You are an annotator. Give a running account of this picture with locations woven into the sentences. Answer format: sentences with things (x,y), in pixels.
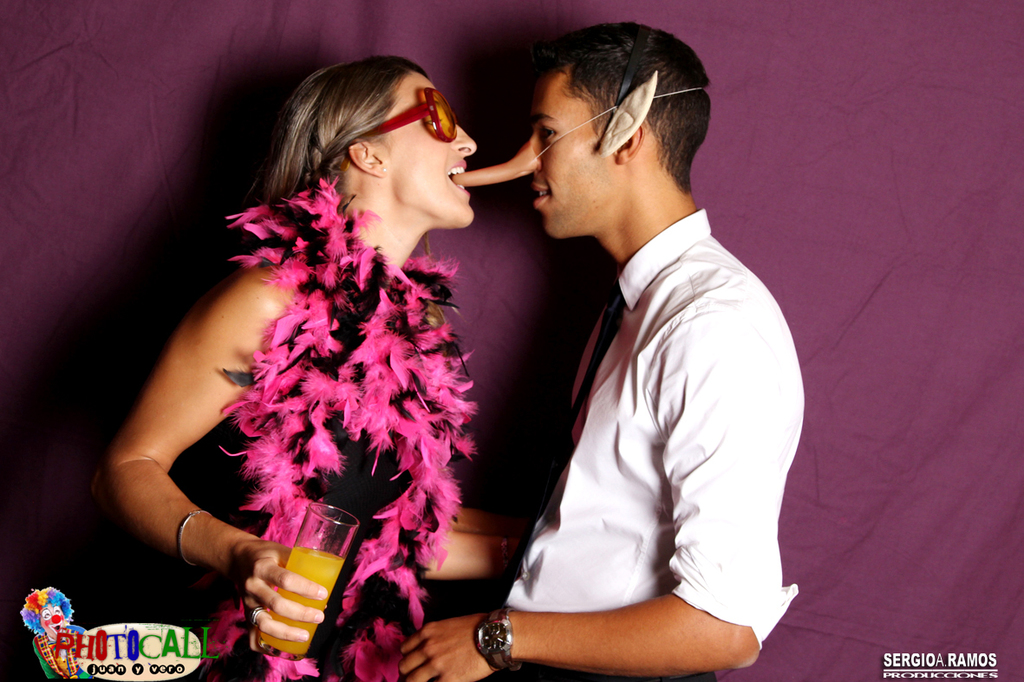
In the foreground of this image (541,171), there is a man (555,509) standing, wearing a depicted nose (532,160) and the ears (619,137) and we can also see a woman (304,418) standing and holding a glass (323,541) and biting the depicted nose (478,174) of the man (495,165). In the background (848,148), there is a curtain (871,162).
